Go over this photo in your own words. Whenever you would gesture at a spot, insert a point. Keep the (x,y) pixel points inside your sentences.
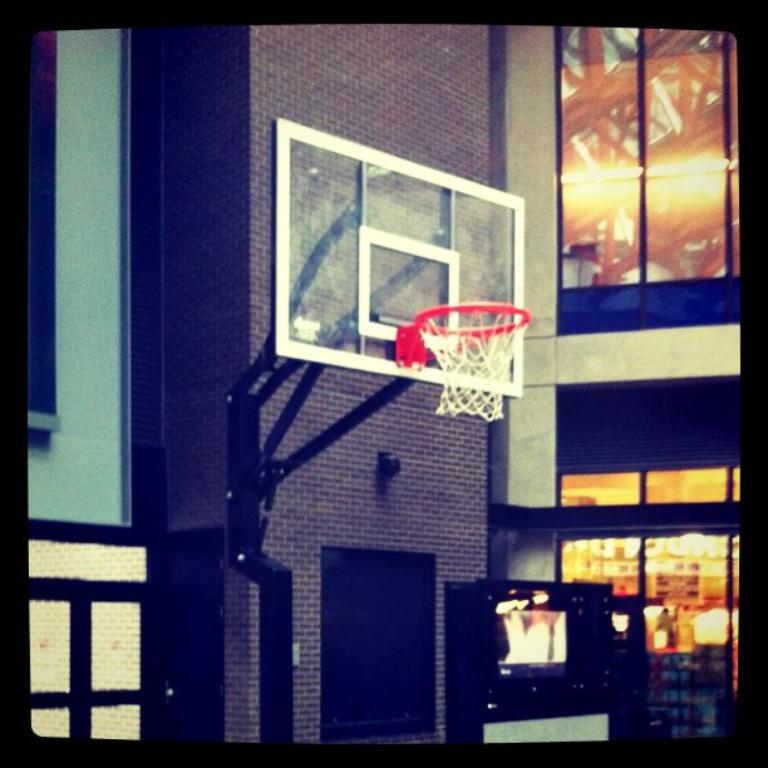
In this image we can see a goal post (393,251) with a stand (288,419). On the backside (358,393) we can see a wall (433,462), television (552,657) and some windows (674,494).
